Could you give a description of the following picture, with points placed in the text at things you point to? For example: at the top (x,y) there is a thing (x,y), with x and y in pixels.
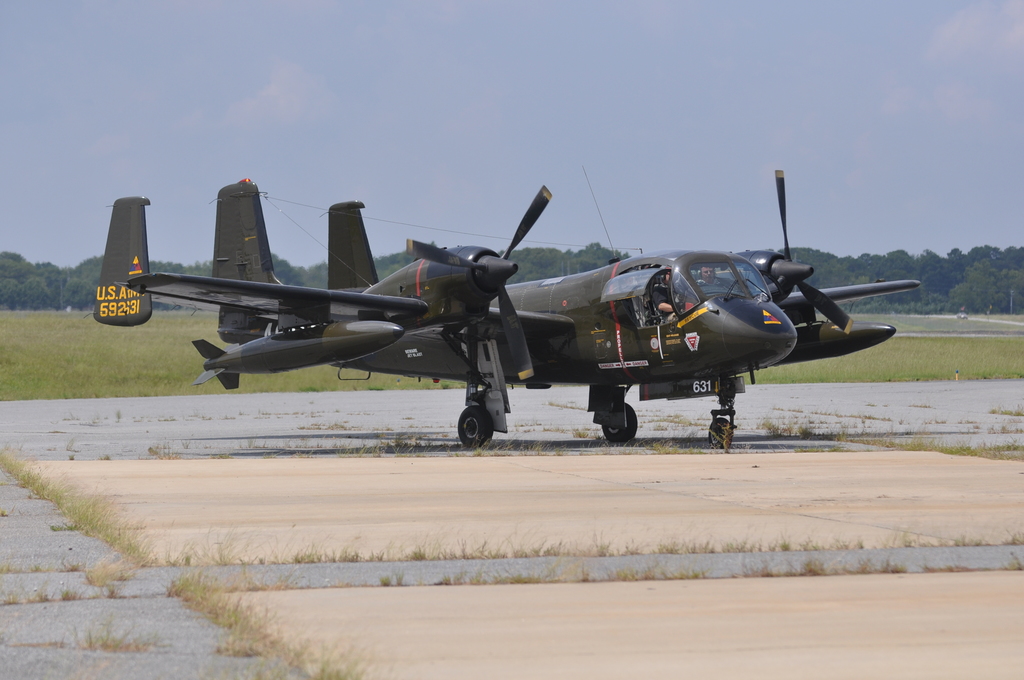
In the image there is a plane (564,342) on the floor (449,466). And there is grass (185,584) in few places. Behind the plane (111,316) on the ground (86,324) there is grass (71,327). In the background (958,312) there are trees (897,274). At the top of the image (658,114) there is sky (788,87).
